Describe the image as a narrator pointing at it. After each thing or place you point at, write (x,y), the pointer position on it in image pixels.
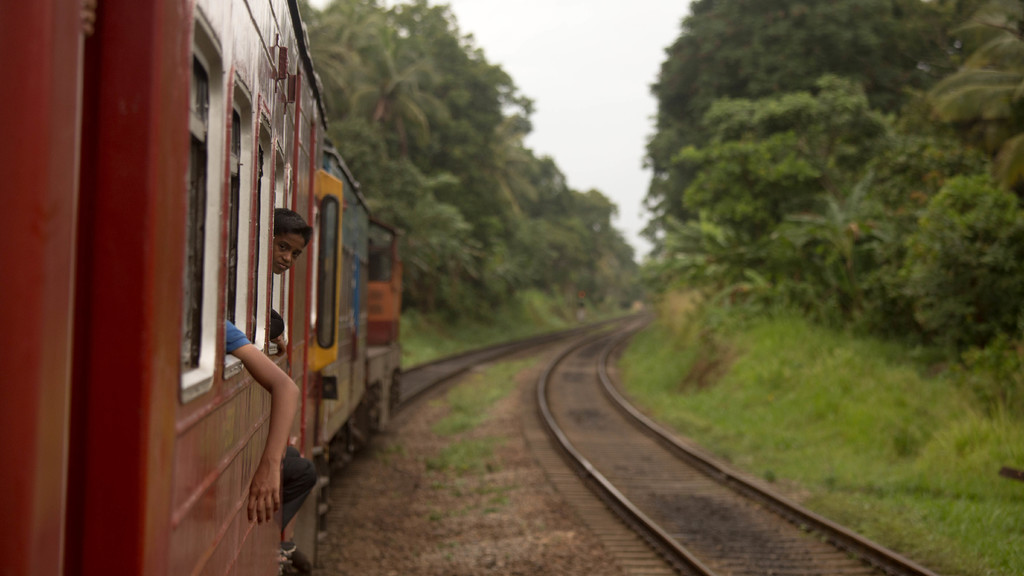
This picture is taken from outside of the city. In this image, on the left side (305,410), we can see a train (265,412) moving on the railway track (494,359). On the left side (289,212), we can see a kid (278,249) is watching from outside of the window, we can also see a hand (252,343) of a person (231,337) on the left side (298,388). On the right side (864,208), we can see some trees (833,200) and plants (849,261). In the background (849,261), we can see some trees (599,257) and plants (669,307). At the top (611,91), we can see a sky (595,127), at the bottom (676,423), we can see some plants (823,435), grass (823,435) and a railway track (551,414) with some stones (449,492).
